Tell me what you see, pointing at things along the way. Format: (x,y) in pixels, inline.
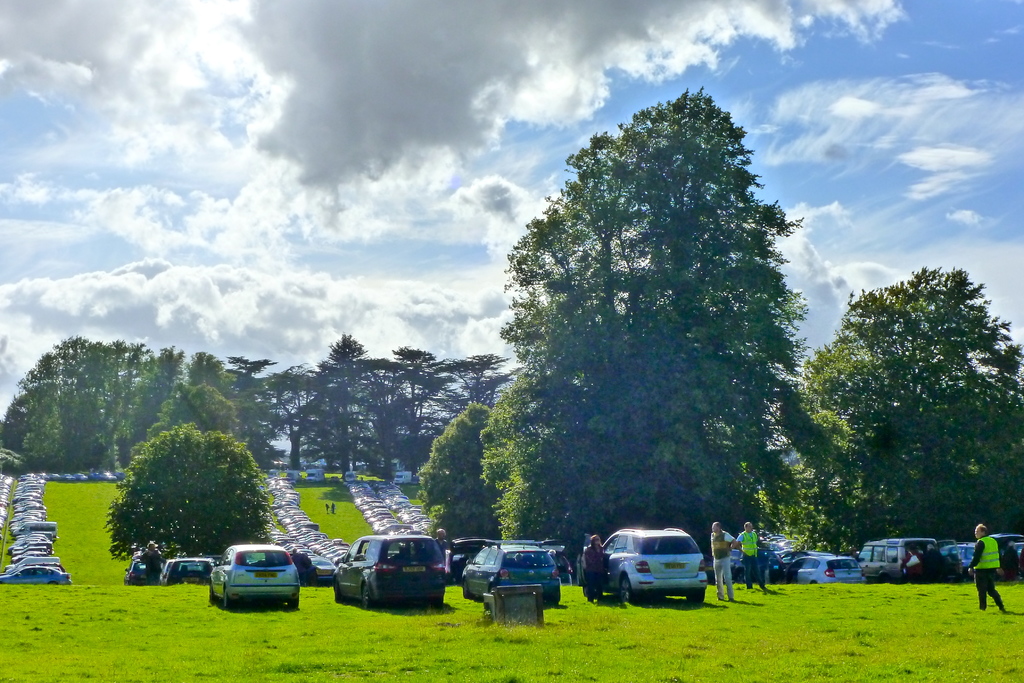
In this image we can see many cars (181,561) parked and these people (754,566) are standing on the grass (890,594). In the background (958,500), we can see many trees (174,415) and the sky (208,174) with clouds (475,91).
